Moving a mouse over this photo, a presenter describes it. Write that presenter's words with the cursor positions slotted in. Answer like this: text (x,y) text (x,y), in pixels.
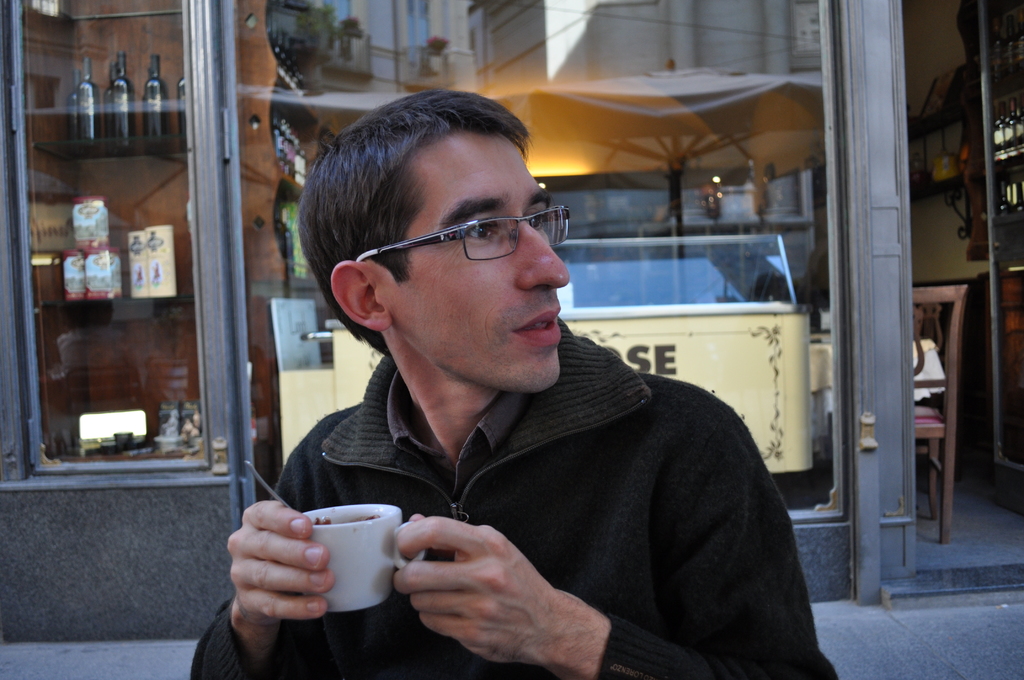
In this image we can see a man (455,407) wearing spectacles (541,221) on his face (462,257) is holding a cup (397,525) in his hands (303,572). In the background (314,54) we can see a glass window (252,75) through which bottles (124,115) are seen.
